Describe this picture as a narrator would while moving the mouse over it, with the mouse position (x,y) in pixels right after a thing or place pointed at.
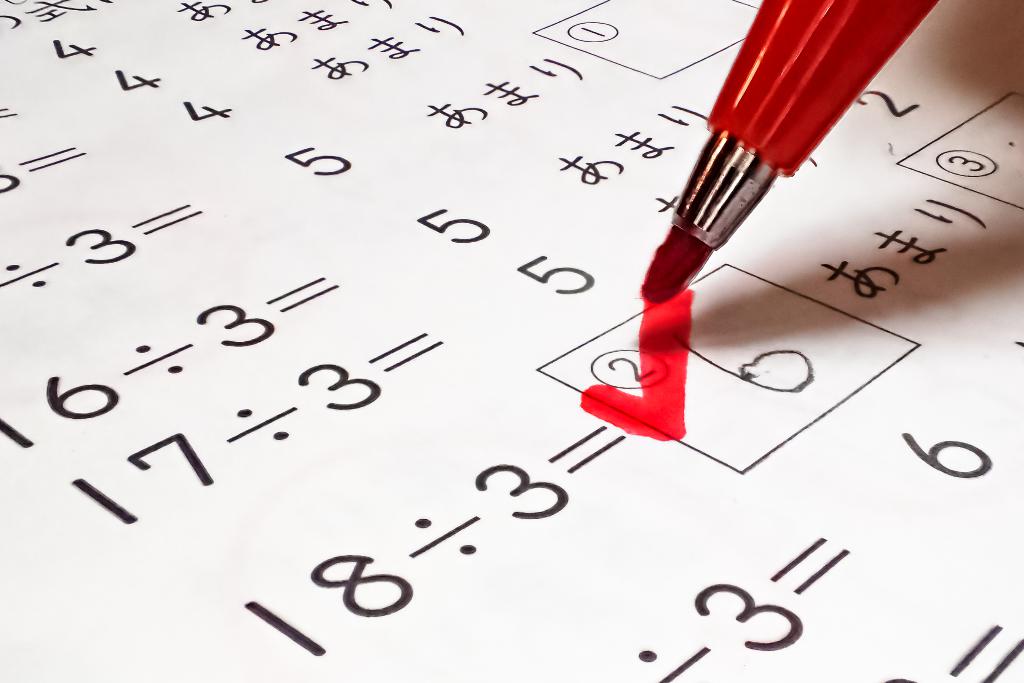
In this image I can see a red color marker (668,250) and white color paper (532,273). Something is written on it with a black color.
